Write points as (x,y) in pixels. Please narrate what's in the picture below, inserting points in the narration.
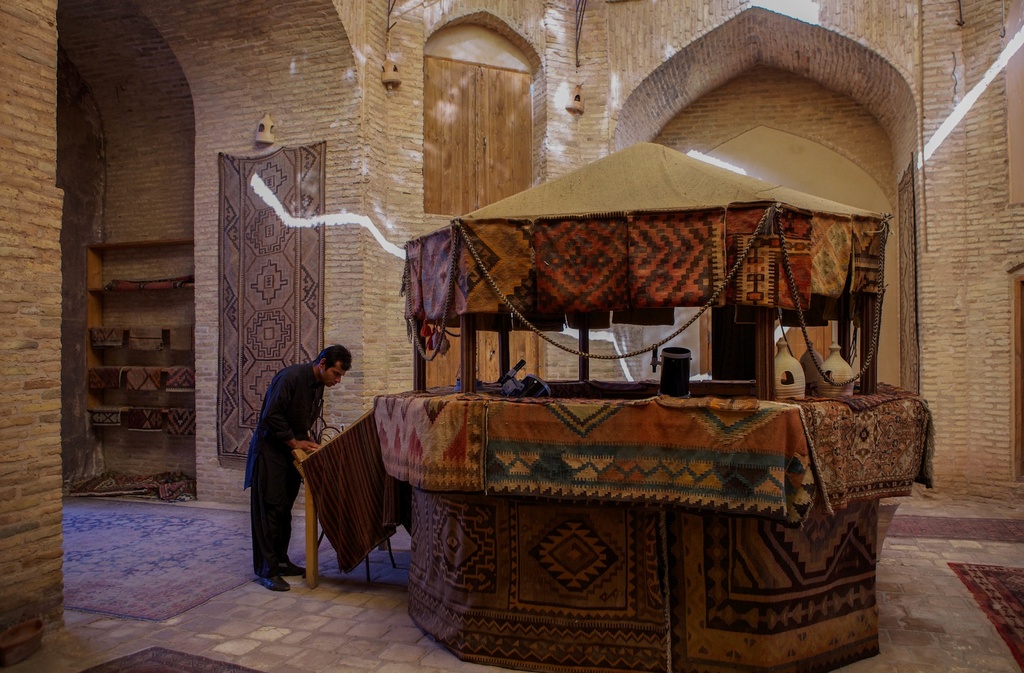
In this image there is an object (662,463) on the ground (402,607), there is a person (299,434) standing, there are walls (393,175), there is a wall (704,66) truncated towards the right of the image (968,287), there is a wall (28,363) truncated towards the left of the image (18,210), there are objects (144,379) on the shelves (189,432), there is a mat (159,558) on the ground (177,643), there is a mat (1004,622) truncated towards the right of the image (1017,602), there is a mat (198,672) truncated towards the bottom of the image (163,659).
